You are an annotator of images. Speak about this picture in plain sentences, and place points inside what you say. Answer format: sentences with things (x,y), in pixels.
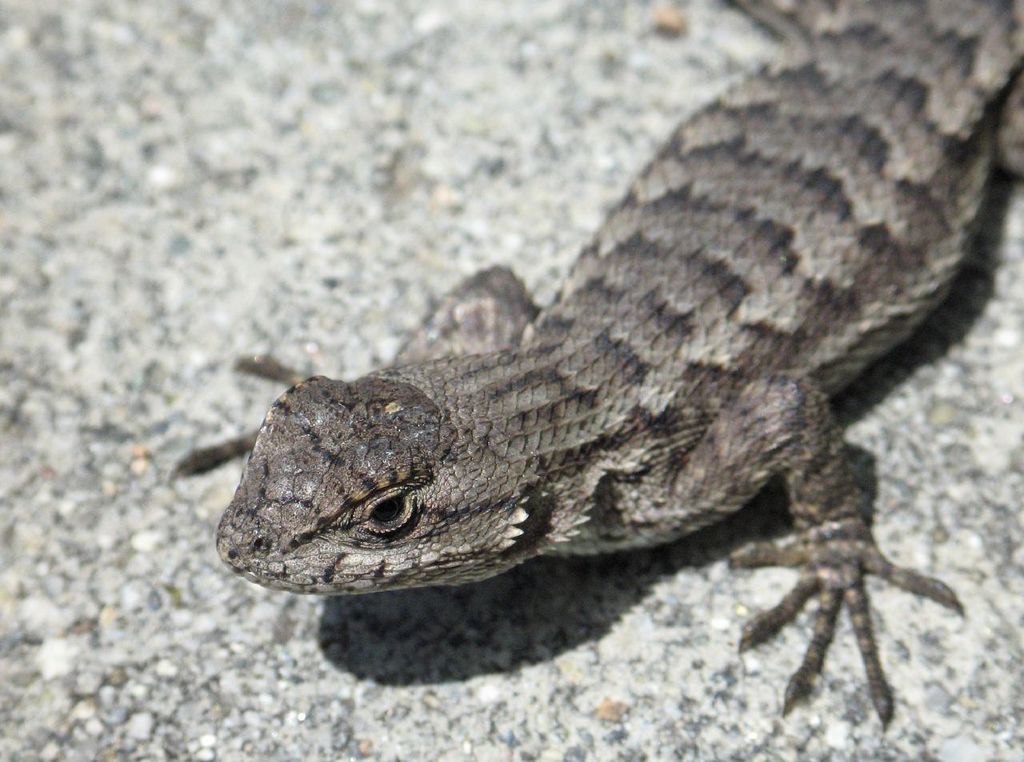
The picture consists of a lizard (623,373).
